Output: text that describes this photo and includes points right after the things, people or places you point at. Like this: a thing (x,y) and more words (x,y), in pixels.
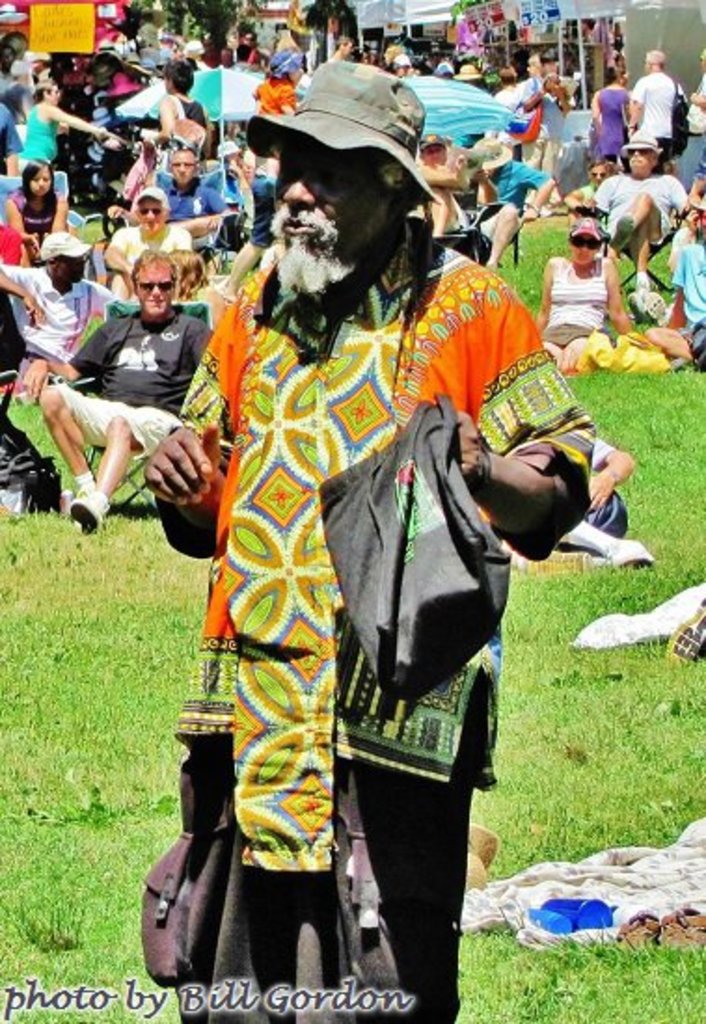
This picture is clicked outside. In the foreground (392,611) we can see a man (392,274) holding an object (427,614) and standing on the ground (640,985) and we can see there are some objects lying on the ground (622,685) and we can see the green grass (152,575), group of people (77,309) sitting on the chairs (12,188), group of people (542,314) sitting on the ground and we can see the group of people (656,107) seems to be standing on the ground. In the background (331,4) we can see the trees (320,1), text (71,11) on the posters (85,49), tents (626,28) and some objects (596,38). In the bottom left corner (126,992) we can see a watermark (190,992) on the image.
